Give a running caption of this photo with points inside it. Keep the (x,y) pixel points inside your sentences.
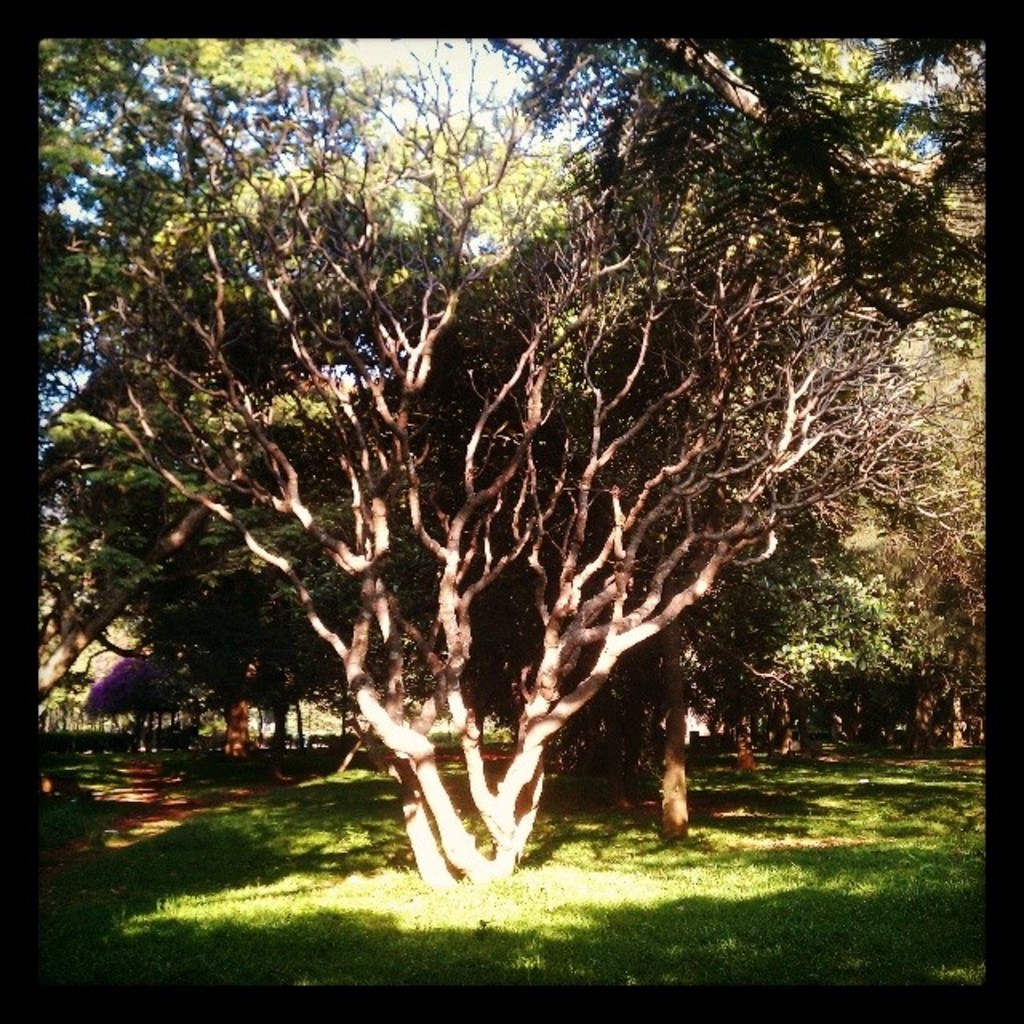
In this picture there are trees (91,154). At the top (460,121) there is sky (468,109). At the bottom (654,893) there is grass (849,901).
